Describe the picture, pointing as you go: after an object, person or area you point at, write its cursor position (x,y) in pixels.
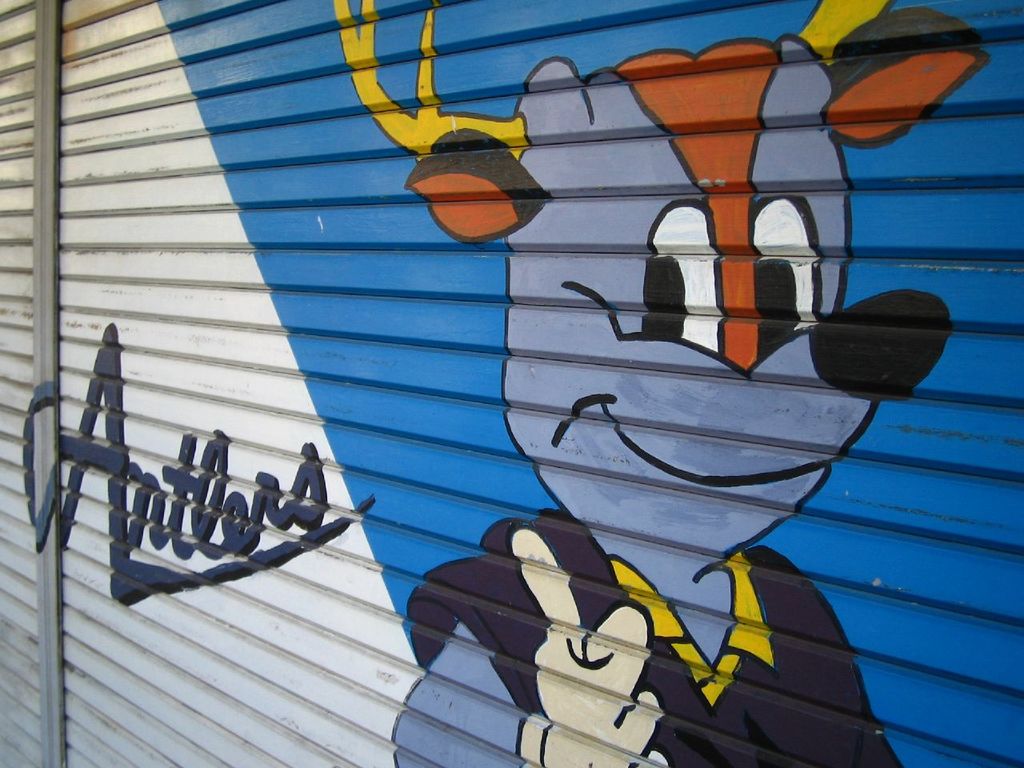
In this image I can see the rolling shutter (251,265) and on the rolling shutter (281,392) I can see the painting (527,373) of an animal (645,323) which is orange, black and blue in color. I can see the shutter (382,197) is blue and white in color.
